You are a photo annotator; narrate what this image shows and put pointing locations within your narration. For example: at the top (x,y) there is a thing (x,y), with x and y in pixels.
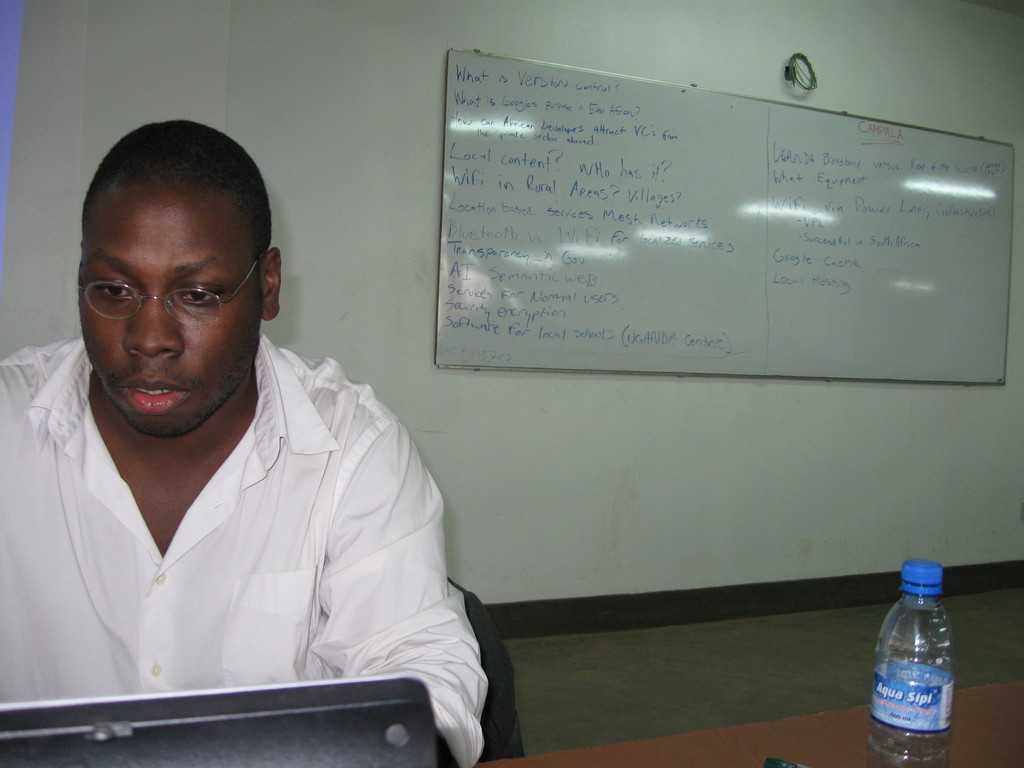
On the background (499,226) we can see a wall (547,375) and a board (812,363) in white colour and there is something written on the board (712,302). This is a floor (639,656). We can see one man (327,521) sitting on chair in front of a table (820,759). He wore spectacles (174,299) and there is a water bottle (932,569) on the table (1004,703).
